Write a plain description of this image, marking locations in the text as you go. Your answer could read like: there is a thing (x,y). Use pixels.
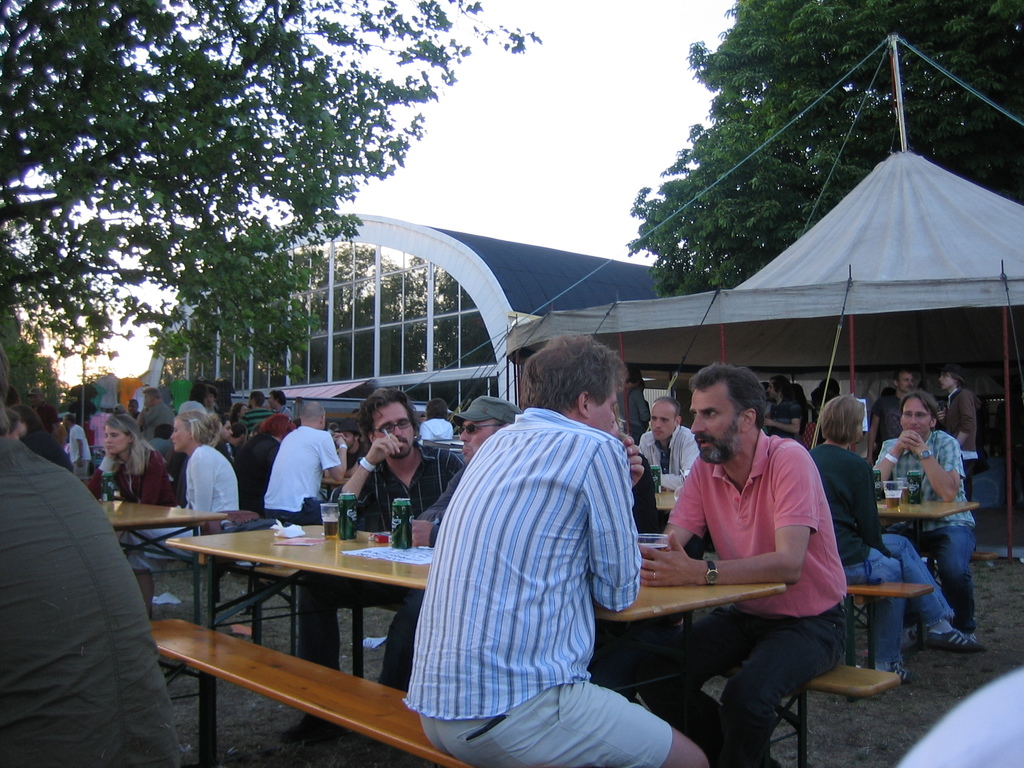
In the picture there are many people (402,450) sitting on the bench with the table (384,575) in front of them on the table (314,551) there are glasses (334,517) beer tins (401,533) tissue papers (394,555) near to them some people (947,390) are standing inside the tent (626,343) there is a building (488,373) near to the tent (534,320) there are trees (880,50) there is a clear sky (471,150).
